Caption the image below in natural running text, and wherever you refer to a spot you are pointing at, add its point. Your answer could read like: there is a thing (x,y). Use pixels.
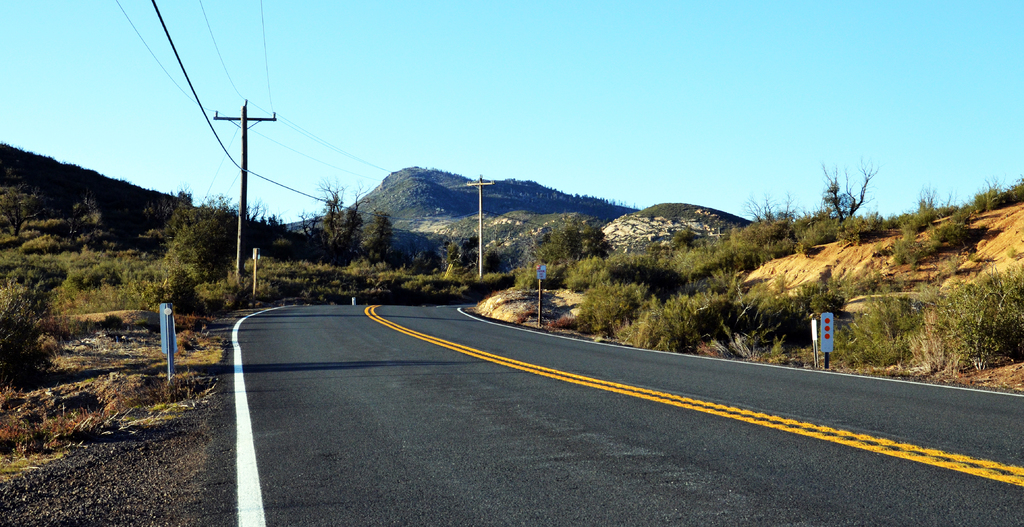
In this picture we can observe two way road (468,358). There are some poles (232,120) and wires (358,174) in this picture. We can observe some plants (300,263) here. In the background (421,192) there is a hill (410,189) and a sky (493,78).
